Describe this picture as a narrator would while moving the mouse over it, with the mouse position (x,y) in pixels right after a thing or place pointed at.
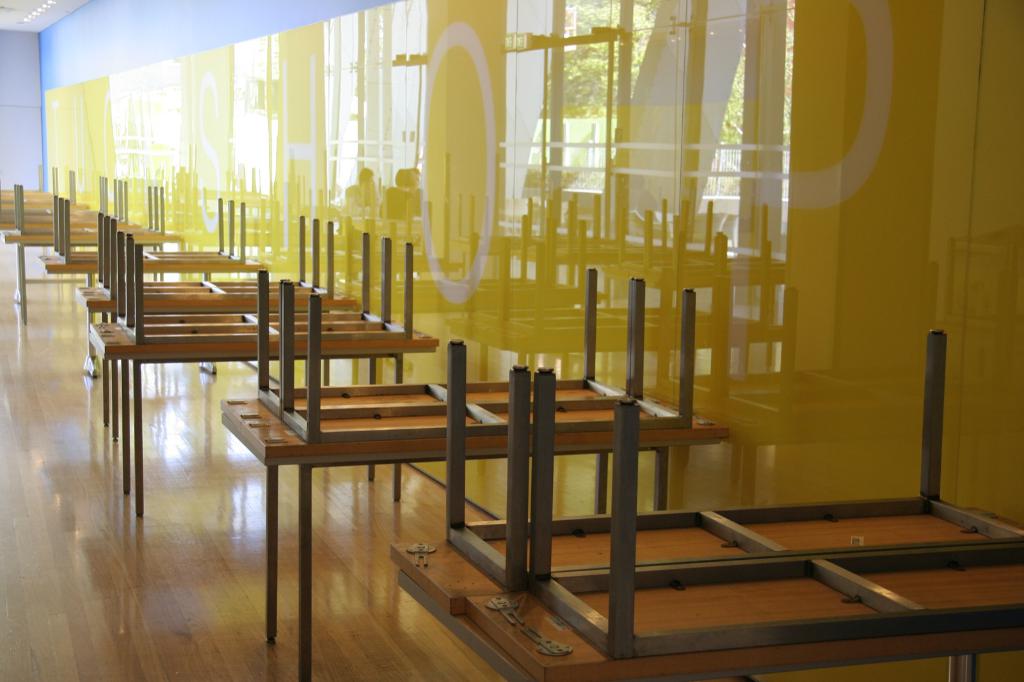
This is an inside view. Here I can see some tables (395,473) on the floor (139,604). Just beside that I can see the wall (472,153).
